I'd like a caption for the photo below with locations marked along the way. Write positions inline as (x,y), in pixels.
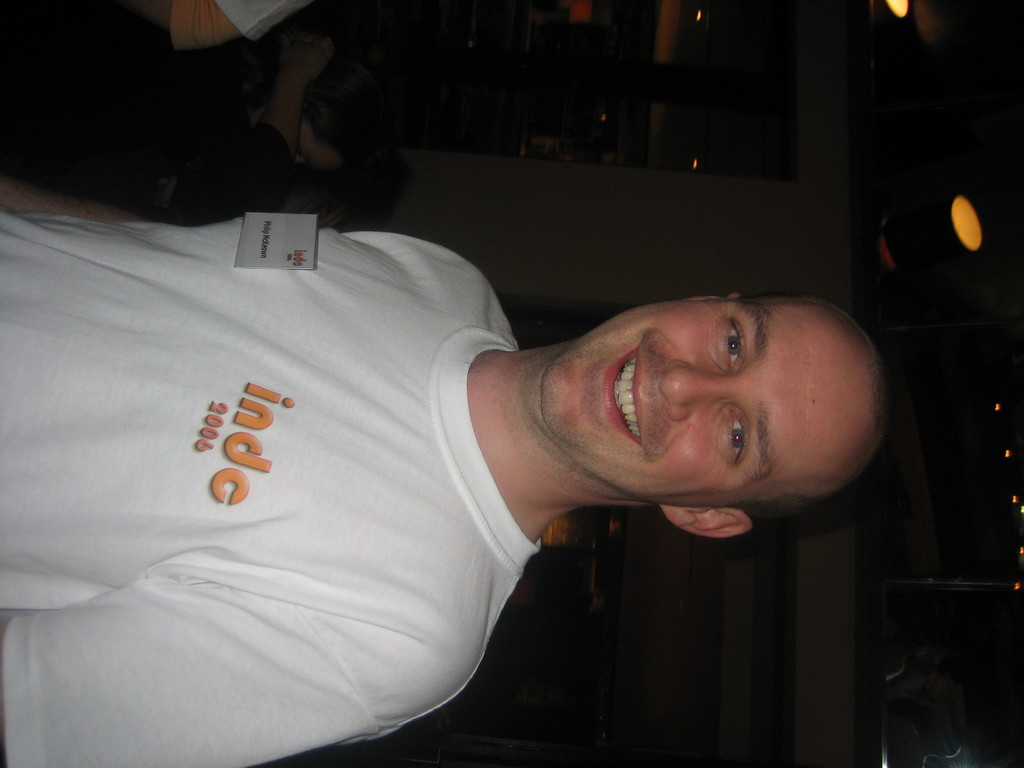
In this picture I can see a person (288,403), side I can see few persons (270,61).
